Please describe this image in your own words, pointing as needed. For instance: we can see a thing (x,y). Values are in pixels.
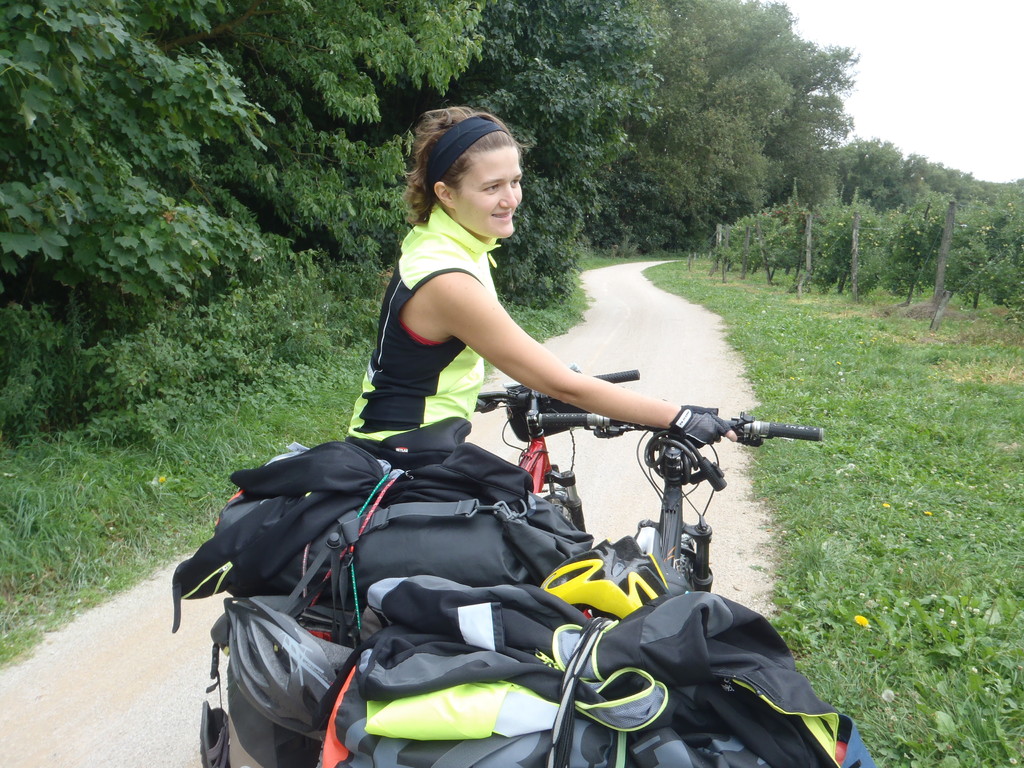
The picture is taken outside of the city. In the image there is a woman (449,306) holding a bicycle (543,445), on bicycle (553,471) we can see some bags (429,559). On right side of the image (883,170) there are some trees (913,216) with green leaves (909,209). On left side (292,168) also we can see some trees (298,148) with green leaves (316,143), at bottom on right side (819,361) we can see some grass (848,414). In middle (615,328) there is a white road (611,345) and sky (901,77) is on top (889,81).
